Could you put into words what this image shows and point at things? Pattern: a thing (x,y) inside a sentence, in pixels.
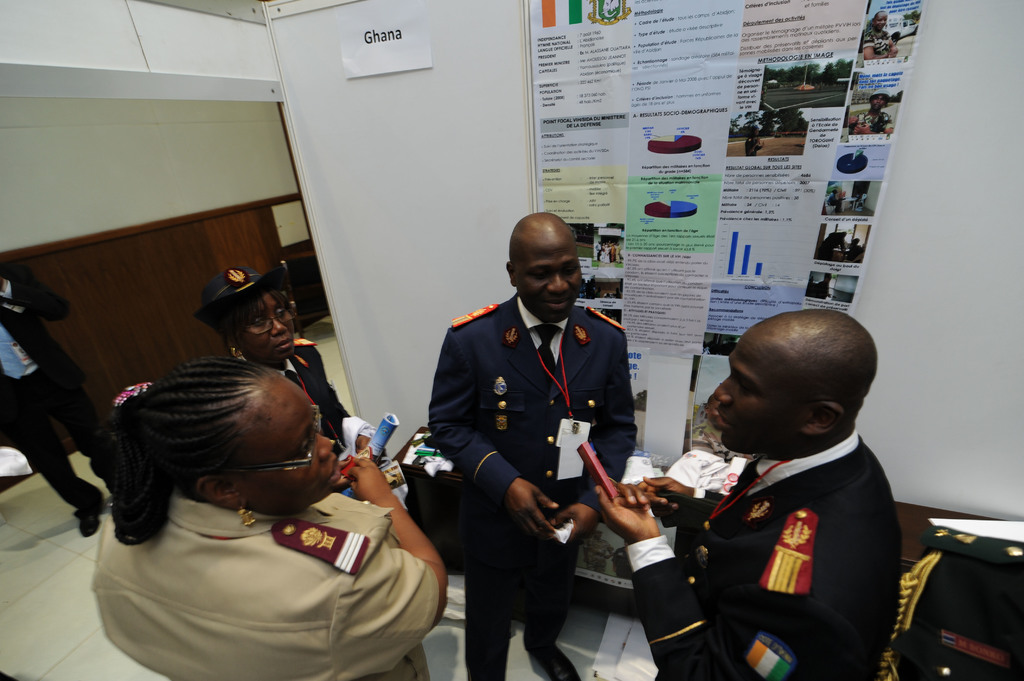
In this picture we can see few people (369,635) on the floor (45,648) and in the background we can see the wall (949,343), posters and few objects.
